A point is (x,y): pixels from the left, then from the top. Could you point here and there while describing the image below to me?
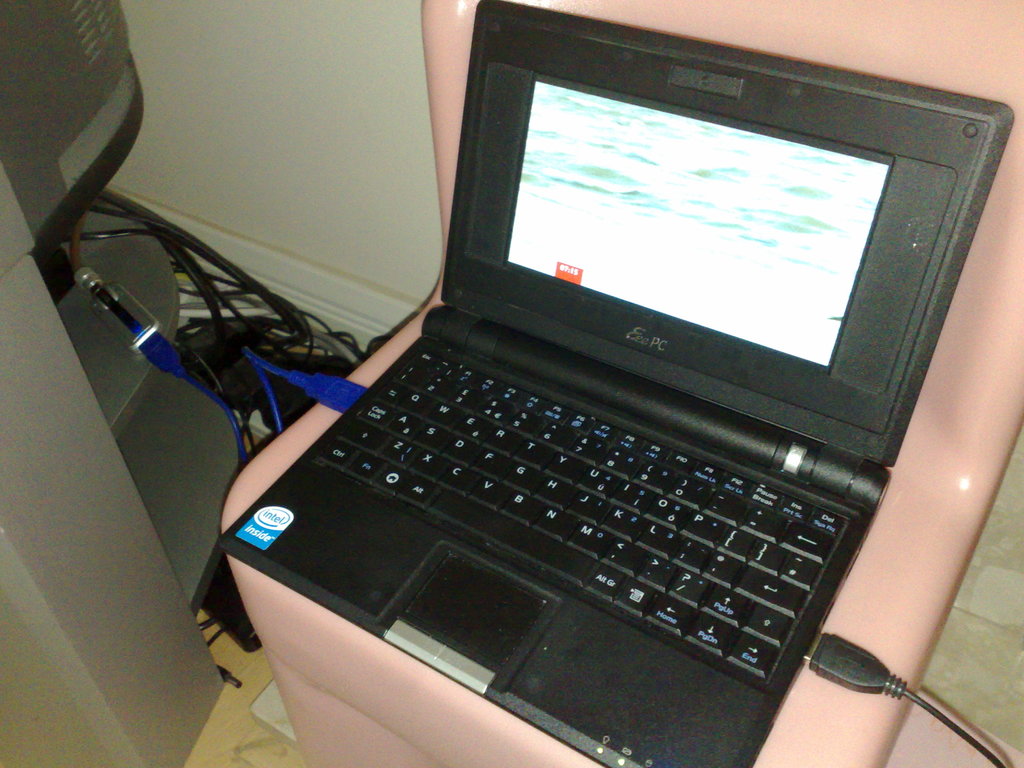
In this picture I can see the laptop (627,448). I can see the wires (315,386) on the left side (241,449).
